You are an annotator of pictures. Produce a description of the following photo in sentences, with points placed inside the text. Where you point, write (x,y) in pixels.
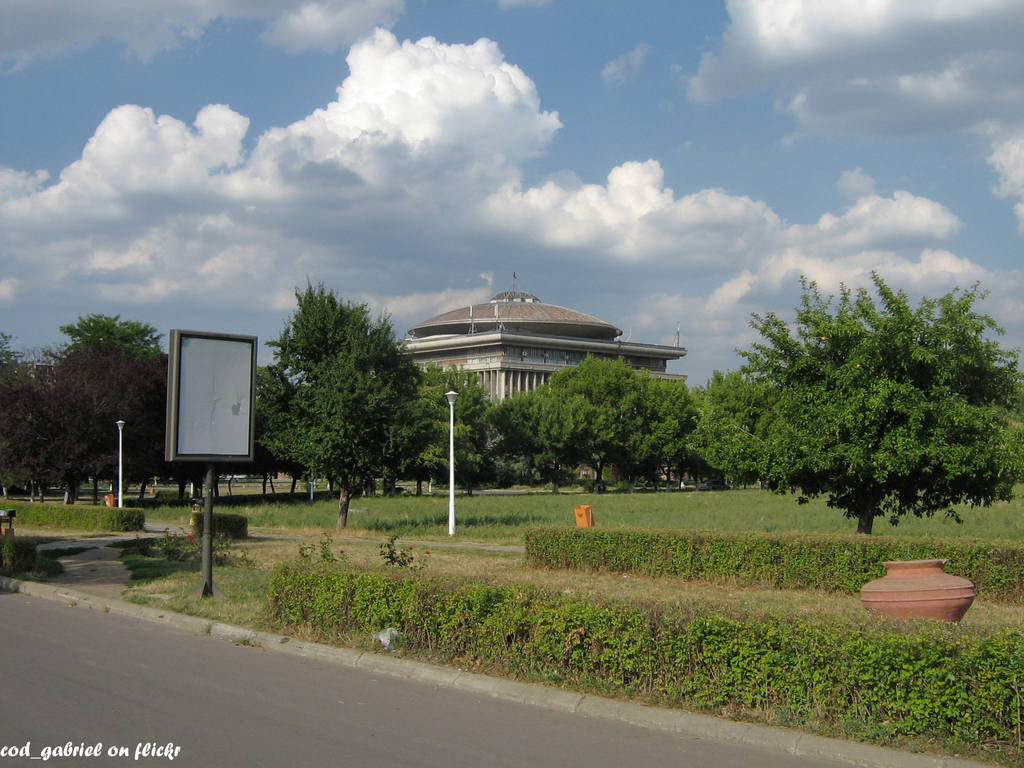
In this picture we can see shrubs (628,621), few trees (622,448), poles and a board (222,437), in the background (515,285) we can see a building (545,315) and clouds (319,184), on the right side of the image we can see a pot (882,585), and also we can see some text (98,752) at the left bottom of the image (87,746).
